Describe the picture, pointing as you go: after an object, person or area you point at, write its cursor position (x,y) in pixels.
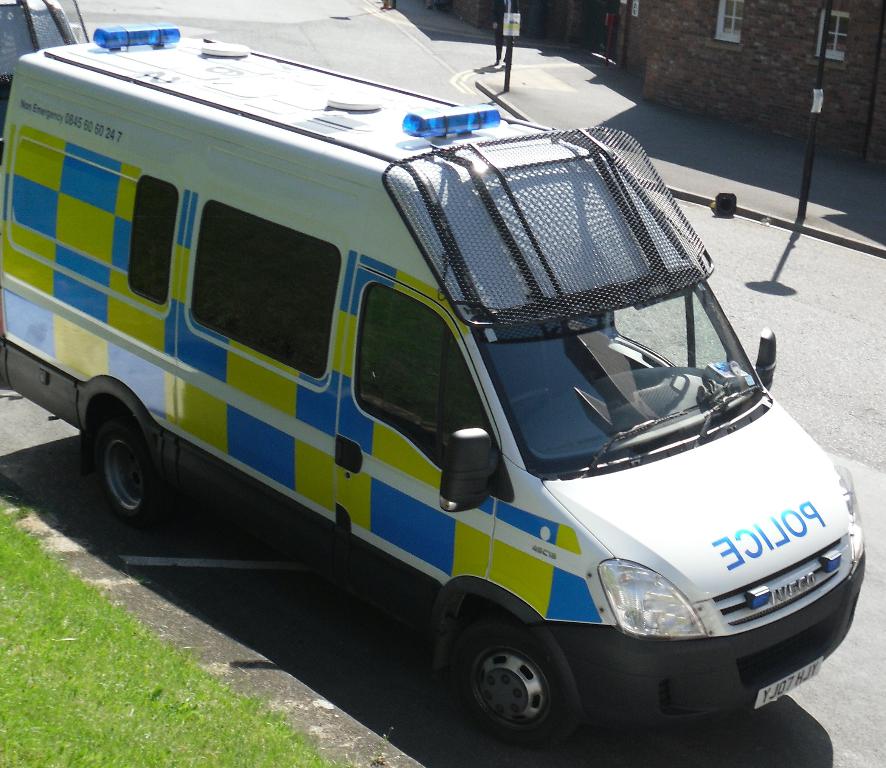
There is a vehicle (282,312) with windows (261,301), lights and something written on that. On the left corner (94,693) there is grass lawn (107,709). On the right corner (751,127) there are poles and building (688,47) with windows (727,35).
